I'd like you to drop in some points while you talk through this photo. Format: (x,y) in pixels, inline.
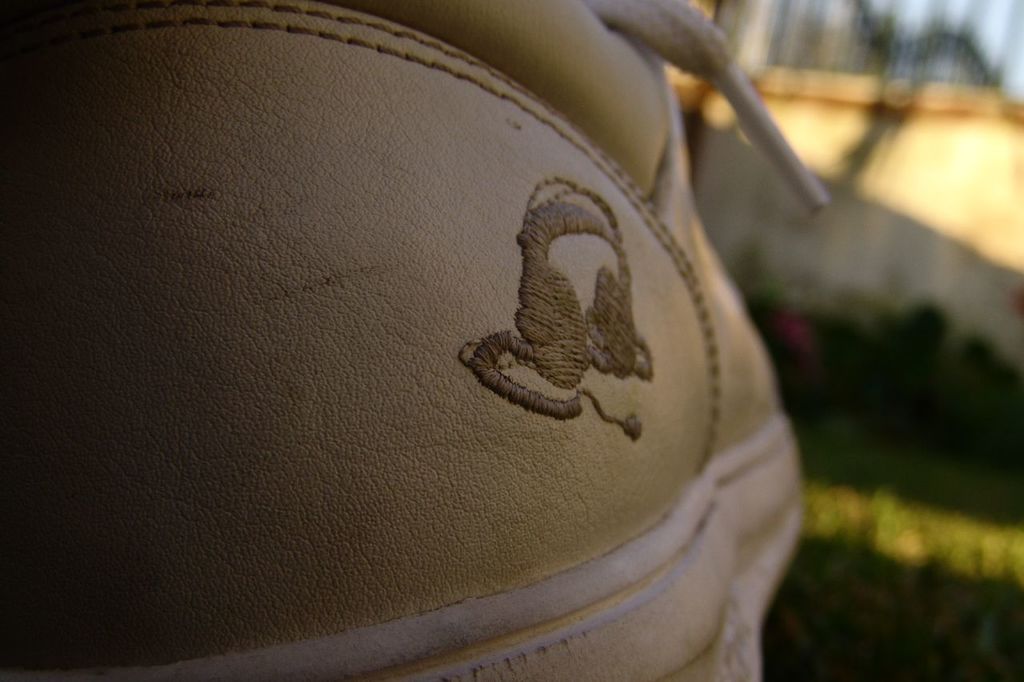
In this image, on the left side (335,528), we can see an object (364,281) which is a brown color. On the right side (872,398), we can see black color, building (964,268), trees (964,77). At the top (982,43), we can see a sky (1006,25).
